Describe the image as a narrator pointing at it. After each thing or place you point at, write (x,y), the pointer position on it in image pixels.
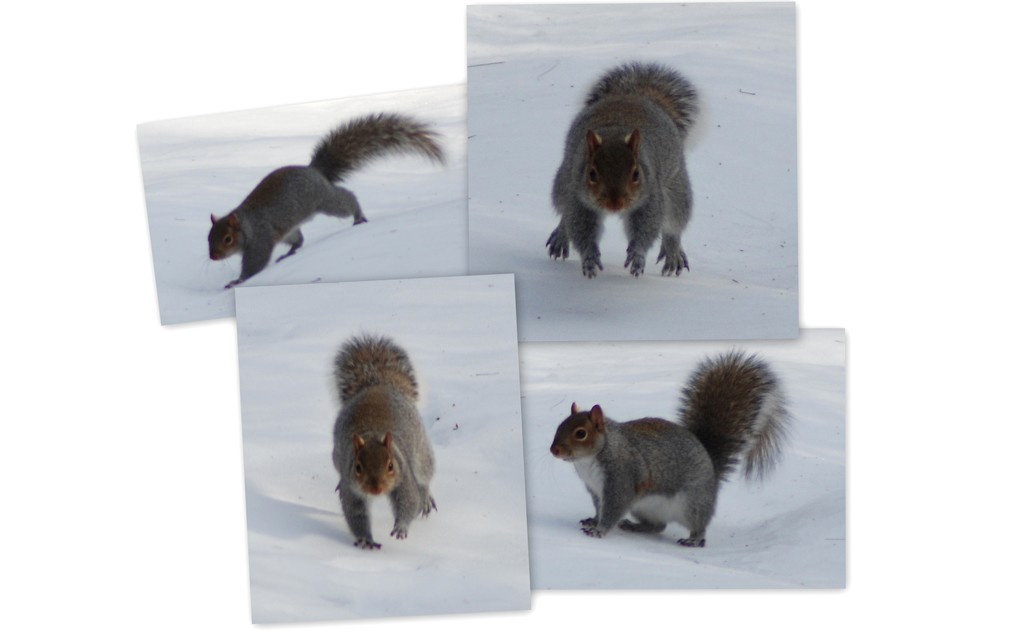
In the picture I can see the collage images of a squirrel (692,129) in the snow (612,328).
